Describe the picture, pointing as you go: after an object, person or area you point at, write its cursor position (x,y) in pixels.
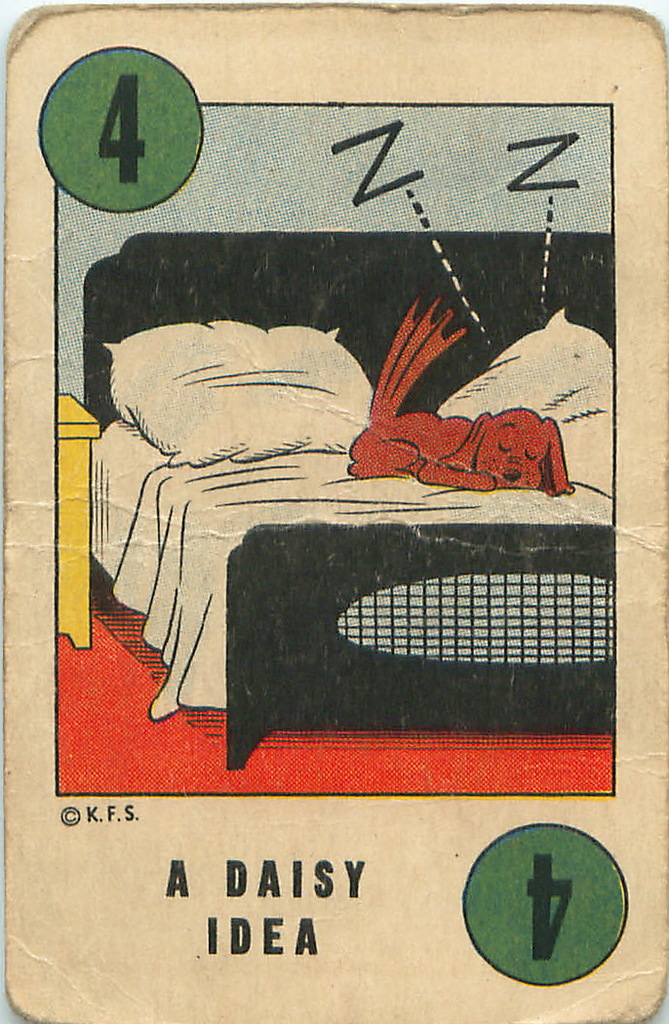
This looks like a card (124,126). I can see the picture (431,441) of a dog (437,478) sleeping on a bed (218,576). These are the pillows (351,410). I can see the numbers (135,181) and letters (233,879) on the card (398,944).
